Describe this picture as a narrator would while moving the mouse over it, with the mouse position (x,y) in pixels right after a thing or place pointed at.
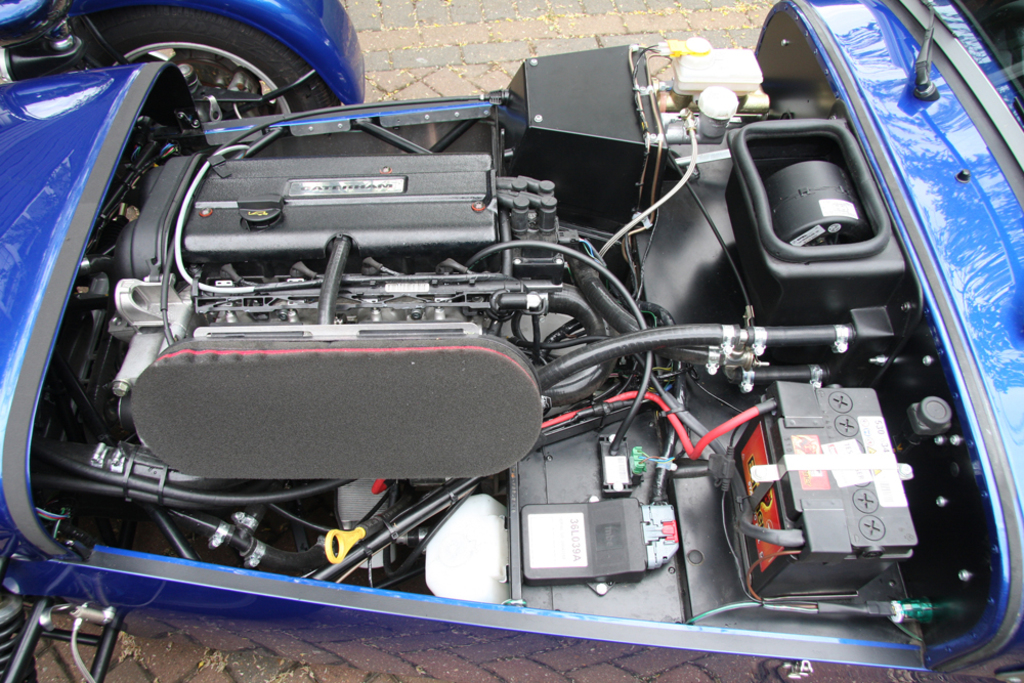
In this image we can see the engine (391,469) of the blue color car (153,328) which is parked on the road (441,75). Here we can see the wheel (288,80).
